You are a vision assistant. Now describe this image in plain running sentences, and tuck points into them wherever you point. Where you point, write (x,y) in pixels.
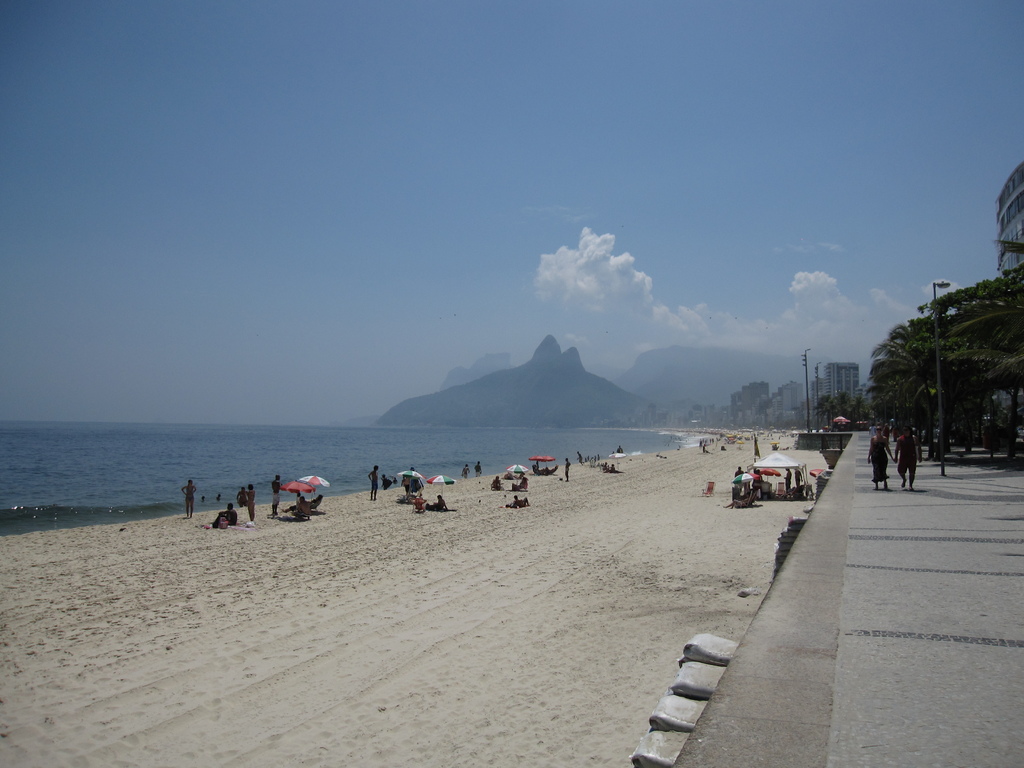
In this picture we can see the mountains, buildings (837,377), poles (933,318), water (470,440), umbrellas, soil (575,527) and some persons (726,506). At the bottom of the image (723,660) we can see the footpath (890,688), cement bags (686,683) and soil (578,627). At the top of the image (490,215) we can see the clouds (571,293) are present in the sky (442,286).
